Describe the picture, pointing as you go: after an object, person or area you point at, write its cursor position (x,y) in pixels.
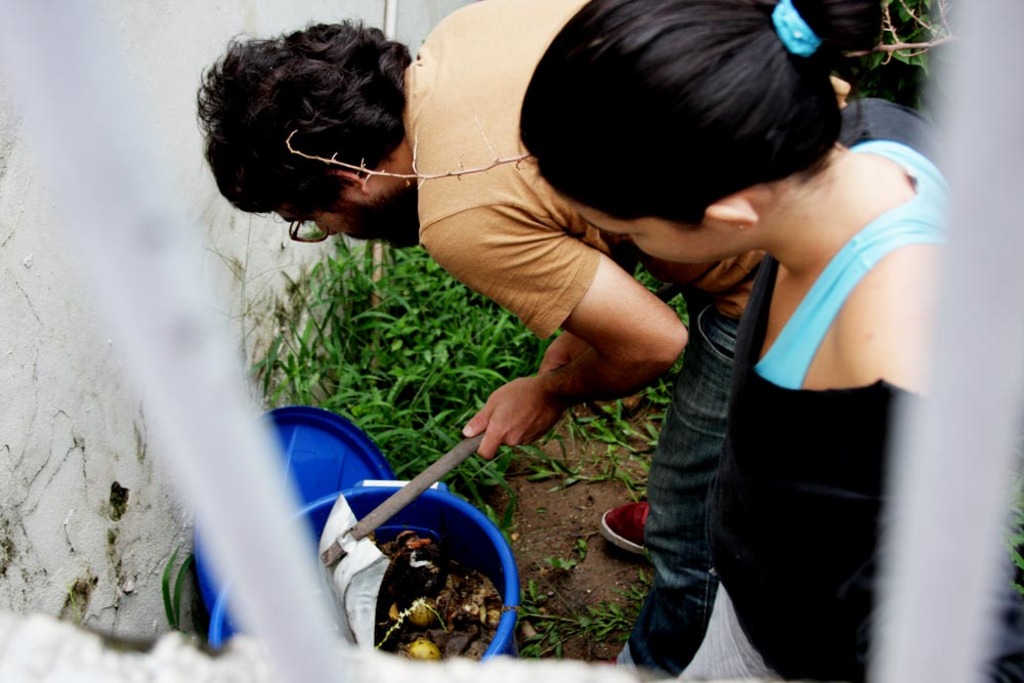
In the picture we can see a man (325,142) and a woman (884,221) are standing and man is bending and searching something in the blue color dustbin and beside it, we can see the grass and behind it we can see a part of the wall (58,423).
